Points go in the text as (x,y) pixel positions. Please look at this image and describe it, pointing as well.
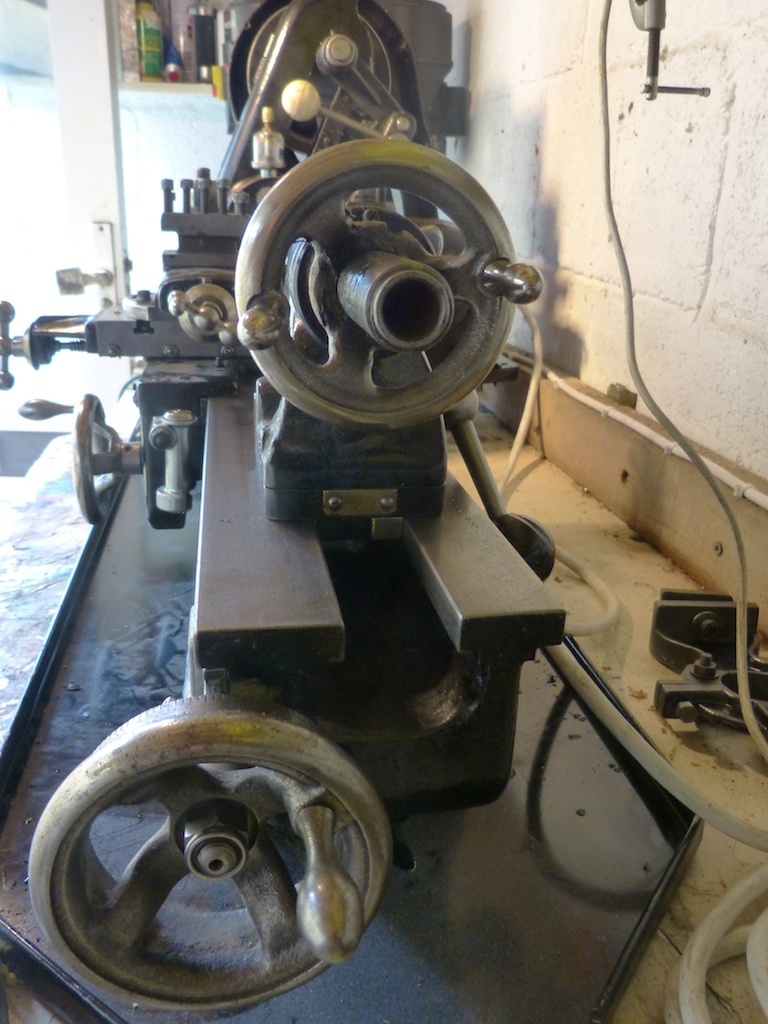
In the foreground of the picture (188,513) we can see cable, table (734,770) and a machine (257,329). On the right (701,158) it is wall (465,73). In the background (152,90) we can see some objects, pillar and wall (179,133). On the left (26,429) it looks like there is door (17,423).
